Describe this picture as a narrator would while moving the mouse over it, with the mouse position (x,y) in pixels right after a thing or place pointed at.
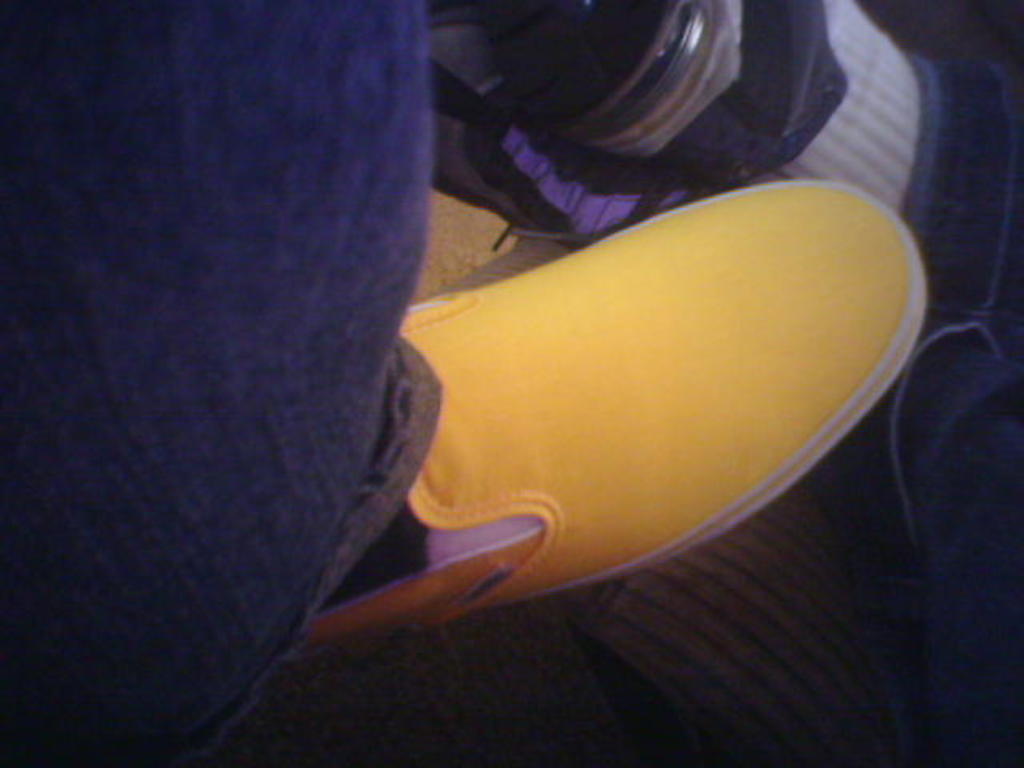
In this image we can see a person leg (160,83) with yellow shoe (666,403).
